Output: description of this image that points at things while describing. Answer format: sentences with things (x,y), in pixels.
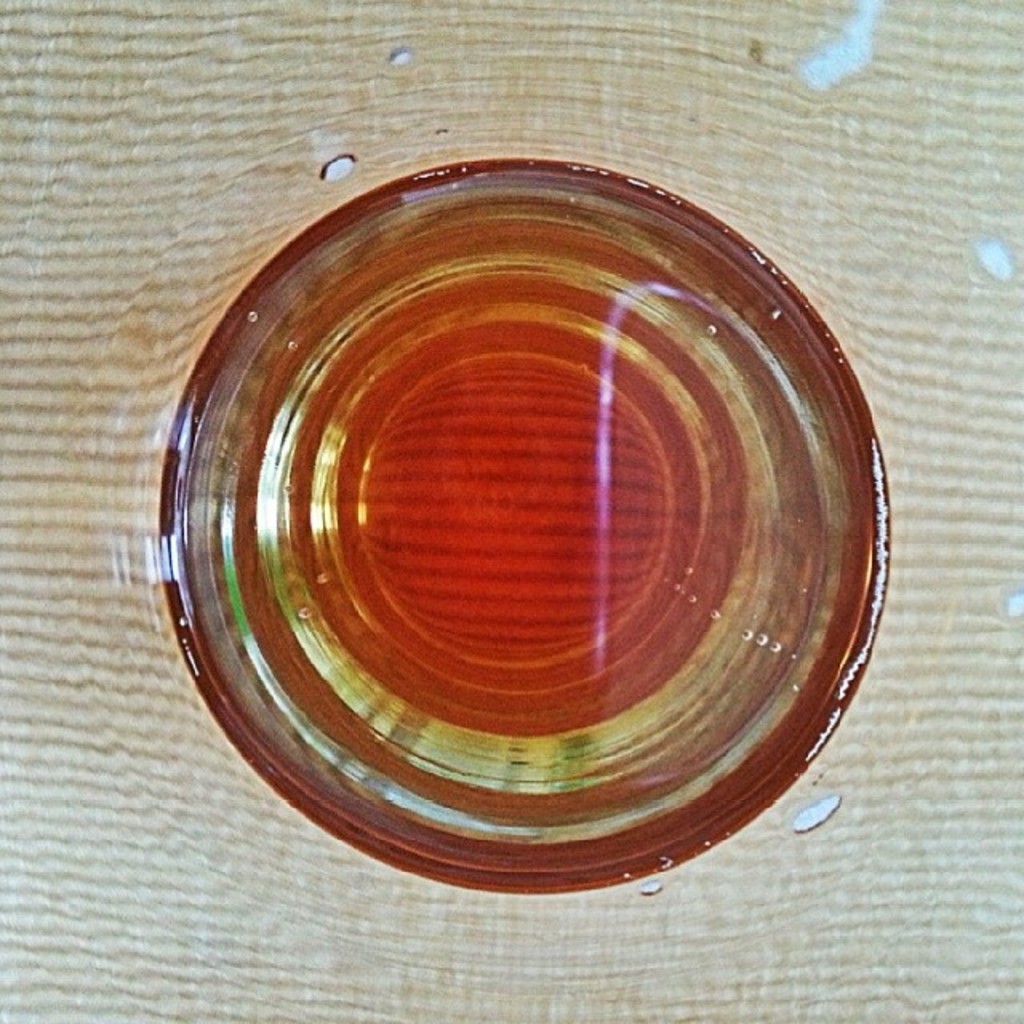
In this image we can see a glass (453,544) on the wooden surface (8,863).
